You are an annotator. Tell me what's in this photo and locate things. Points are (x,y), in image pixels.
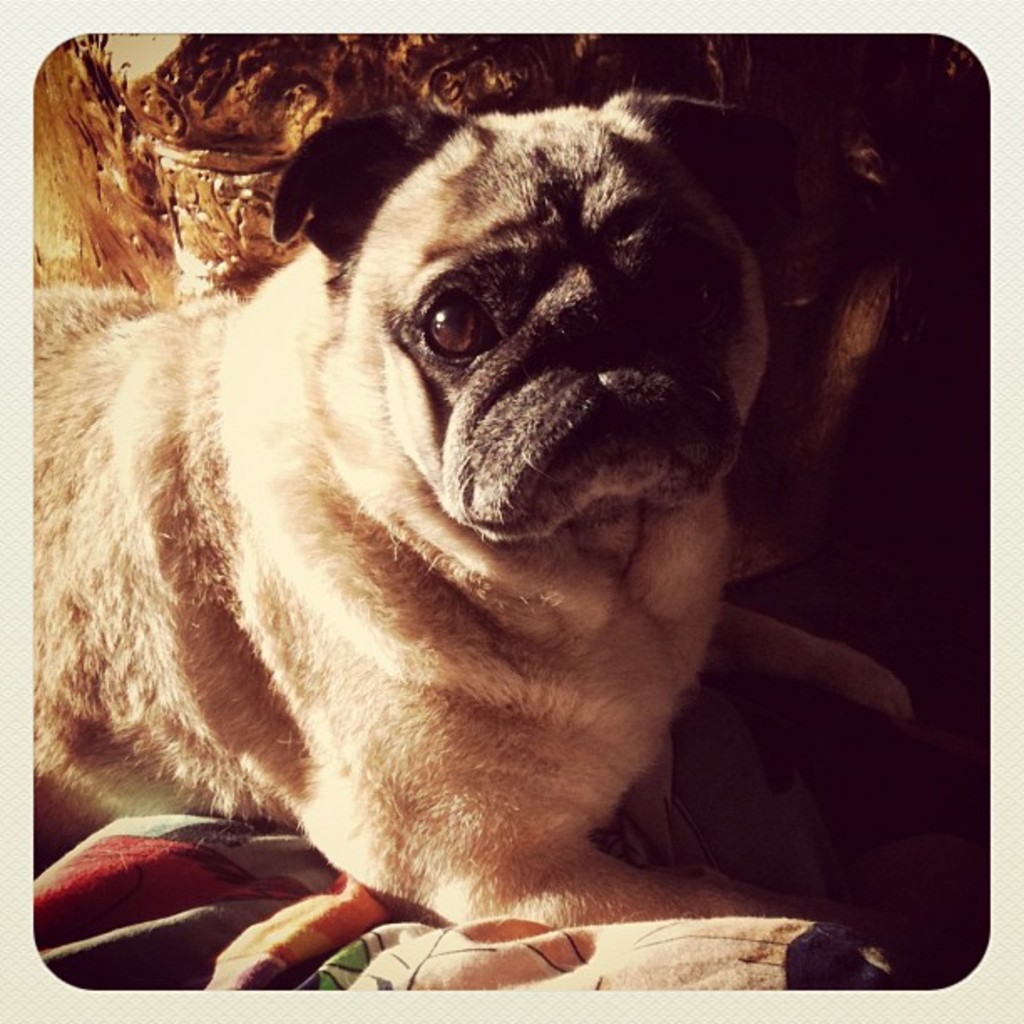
In this image we can see a dog (443,500). Also there is a cloth (653,938). And it is looking dark in the background (600,100).
